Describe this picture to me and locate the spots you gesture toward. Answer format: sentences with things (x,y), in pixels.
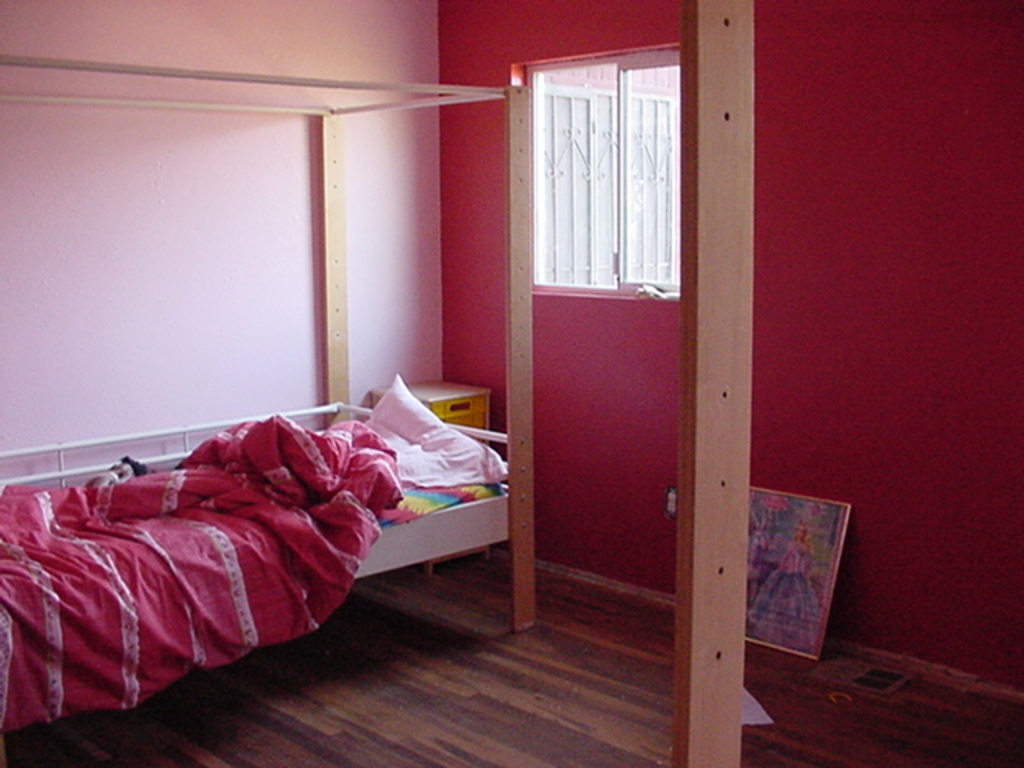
In this picture we can see a photo frame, cot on the floor (522,649), here we can see clothes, pillow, wooden pole (527,611) and some objects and in the background (554,569) we can see a wall (579,486), window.
